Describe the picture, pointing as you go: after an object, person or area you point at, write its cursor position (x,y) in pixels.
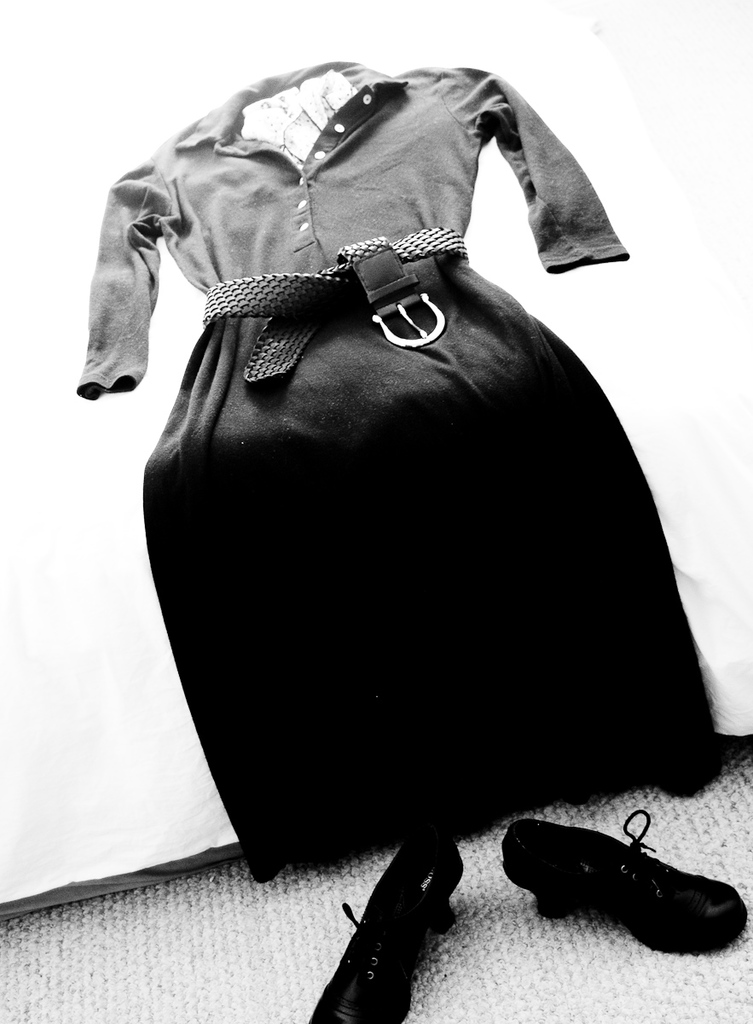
In this picture there is a dress (329,477) in the center of the image (397,646) and there are shoes (718,916) at the bottom side of the image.
